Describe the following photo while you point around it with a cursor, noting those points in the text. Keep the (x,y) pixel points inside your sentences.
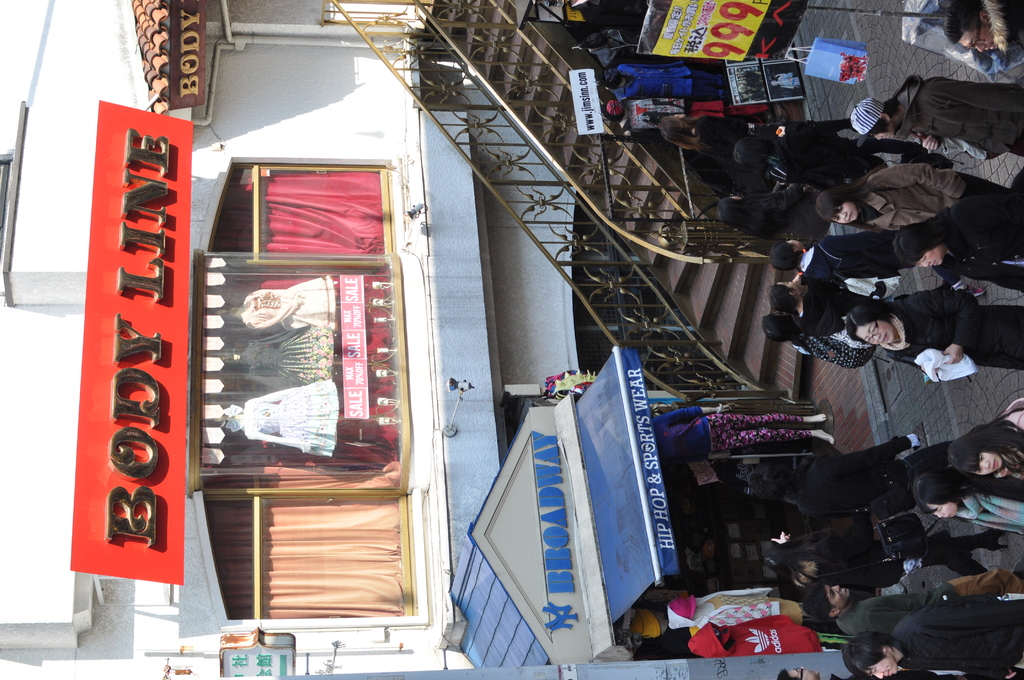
This image is clicked in a street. To the right (896,476) on the pavement (992,168) there are many people (956,213) standing and few (930,142) are walking. On the top right (748,10) there is a hoarding (677,36). In the center of the image (679,304) there is a staircase (689,249). To the left (191,156) and foreground of the image there is a building (303,100), in the building (289,621) there are orange and red color curtains (318,219). In the center of the building (231,370) there are mannequins (260,318) and there is a hoarding (181,300) named body line.
